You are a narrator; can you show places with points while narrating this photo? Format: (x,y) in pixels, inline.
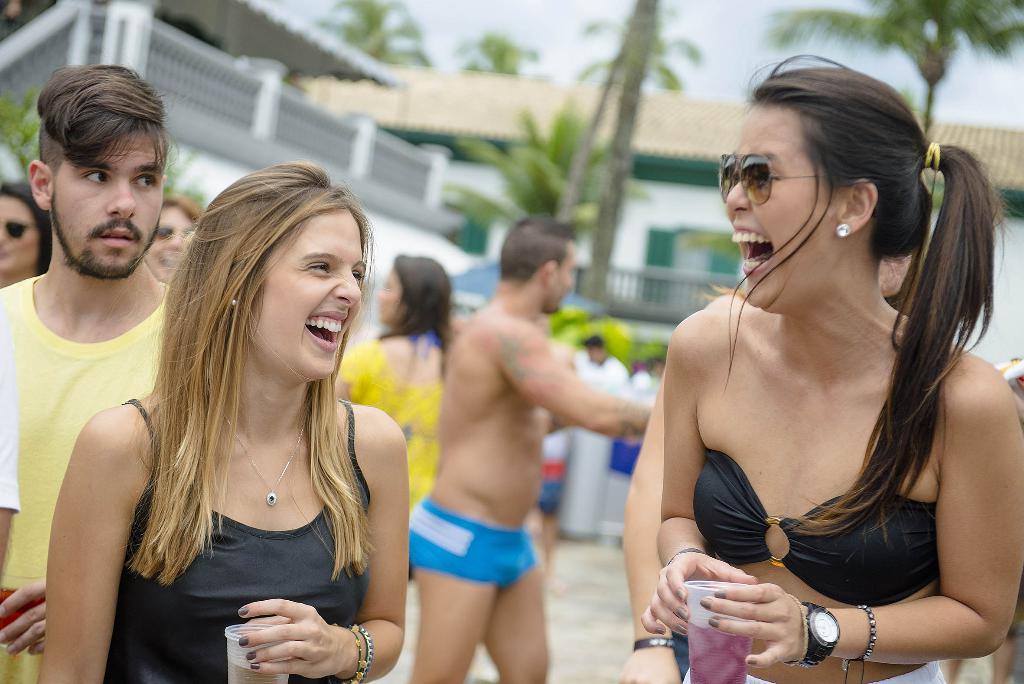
This is an outside view. Here I can see two women (821,325) standing, holding glasses (710,650) in their hands (288,657) and smiling by looking at each other. In the background (99,301), I can see some more people (516,384) are standing on the floor (577,614). On the top of the image (278,80) I can see a building (412,74) and some trees (581,150).
